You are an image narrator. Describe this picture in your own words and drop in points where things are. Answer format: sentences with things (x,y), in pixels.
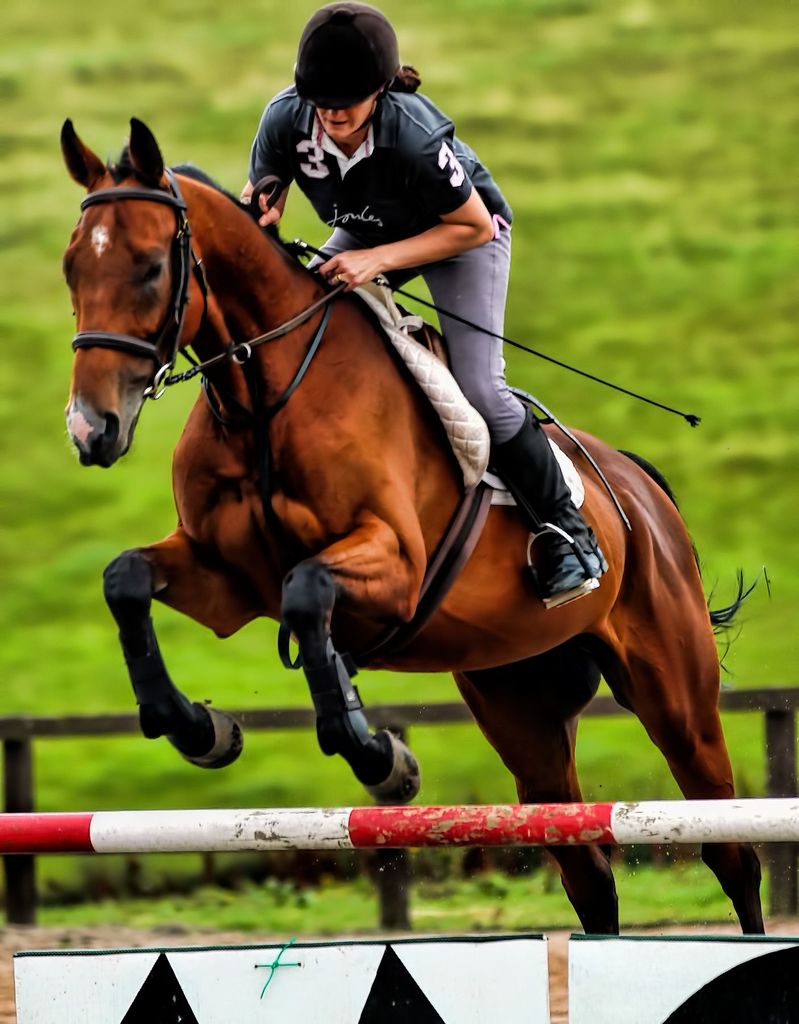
In this image we can see one woman (425,219) riding a horse (319,386) and holding one stick (457,319). There is one pole (607,827), one sign board (405,995), one fence (31,777) and grass (41,412) on the ground (197,805).
